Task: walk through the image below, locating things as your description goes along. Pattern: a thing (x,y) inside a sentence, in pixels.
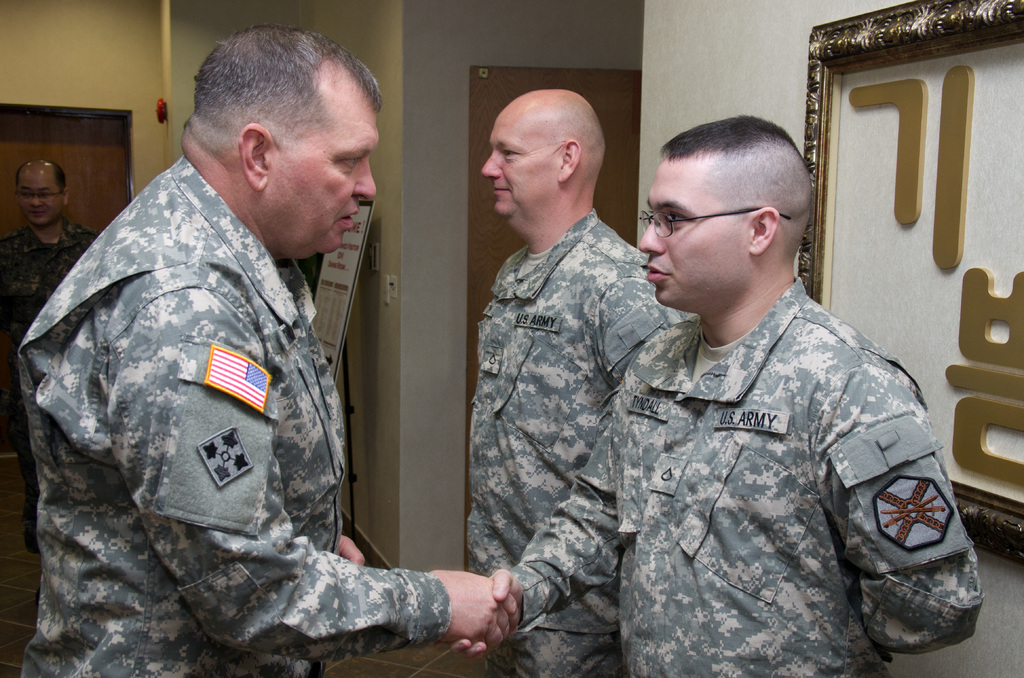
In this image there are two officers (667,526) who are shaking their hands (488,597) with each other. Beside them there is a person (583,366). On the right side (810,58) there is a wall (761,60) on which there is a frame (925,88). In the background (129,128) there is a door (83,148). In front of the door (79,169) there is an officer (35,206). Beside him there is a board (341,309) which is kept near the wall (385,226).
